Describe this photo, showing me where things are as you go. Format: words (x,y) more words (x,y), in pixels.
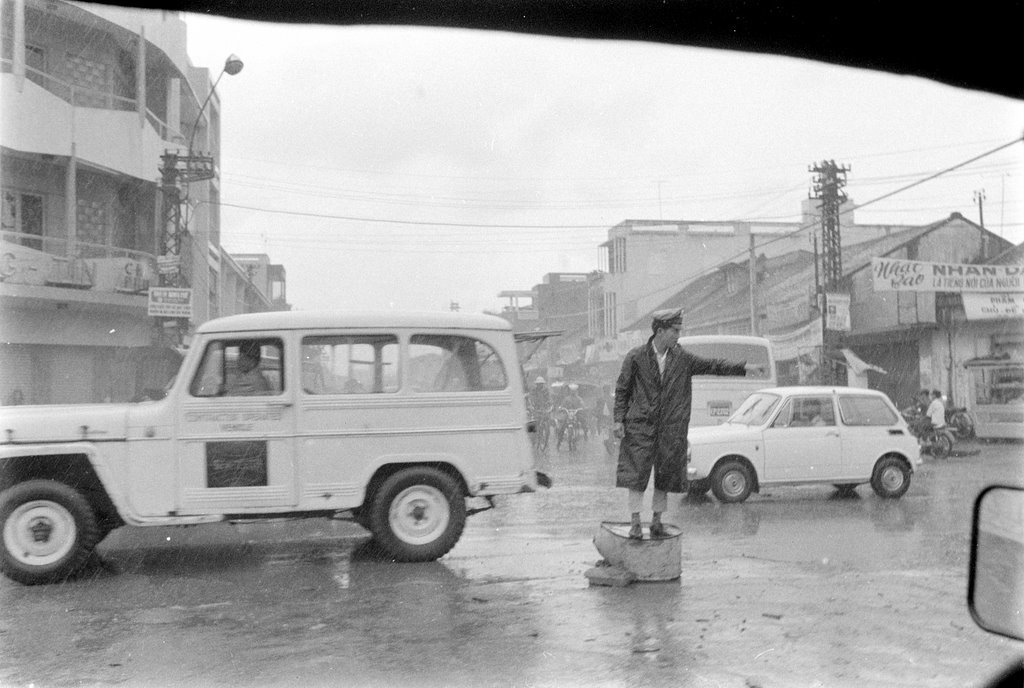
This is a black and white picture. The picture is taken from a vehicle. In the picture it is raining. In the foreground of the picture (410,452) there are vehicles (688,436) and a person (635,402). In the background (31,201) there are buildings (132,151), current poles (838,225), cables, street light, people (561,409) on vehicles (564,407).
